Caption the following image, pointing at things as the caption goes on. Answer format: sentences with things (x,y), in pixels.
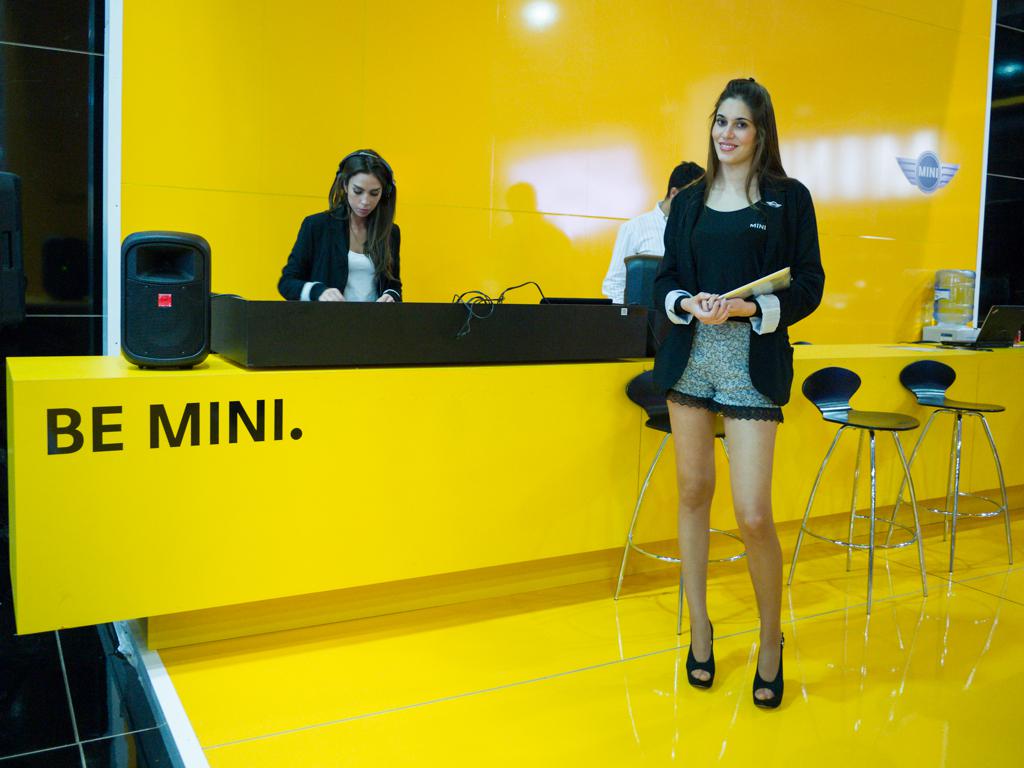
This picture describe about the inside view of the mini cooper car showroom reception yellow color beautiful office (334,532) in which, in front (799,262) a girl (681,299) is standing and smiling towards the camera and holding the file (763,292) in her hand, behind there is a another girl (326,256) who is standing near the reception table (347,323) and on extreme right side (971,288) we can see a water dispenser (935,334) and in front (913,426) two black color chairs (937,401).
